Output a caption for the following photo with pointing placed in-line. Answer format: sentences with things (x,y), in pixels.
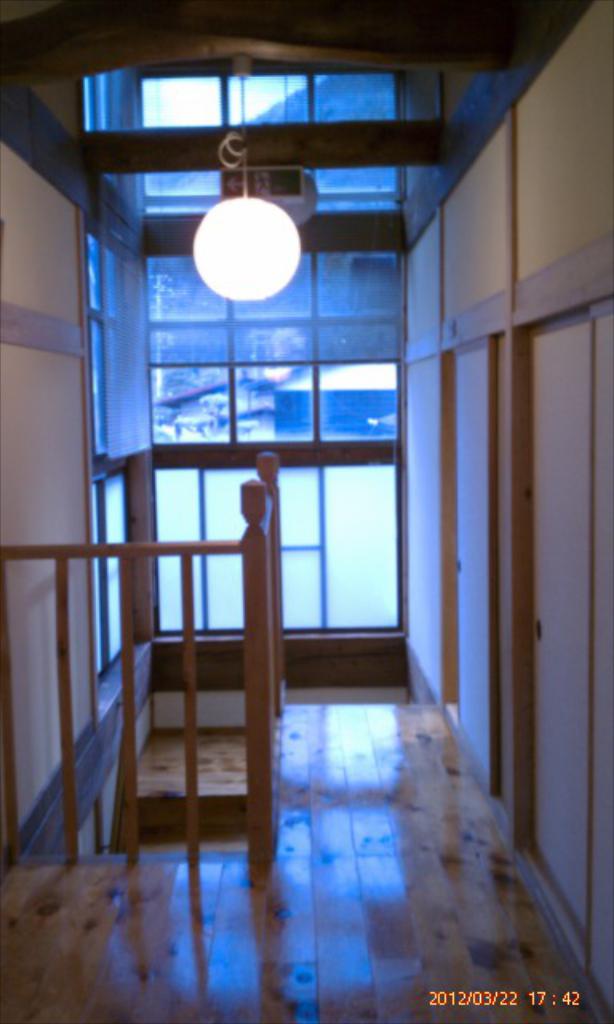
This is the picture of a place where we have some doors (559,691), staircase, fencing (131,722) and a lamp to the roof (129,36).
